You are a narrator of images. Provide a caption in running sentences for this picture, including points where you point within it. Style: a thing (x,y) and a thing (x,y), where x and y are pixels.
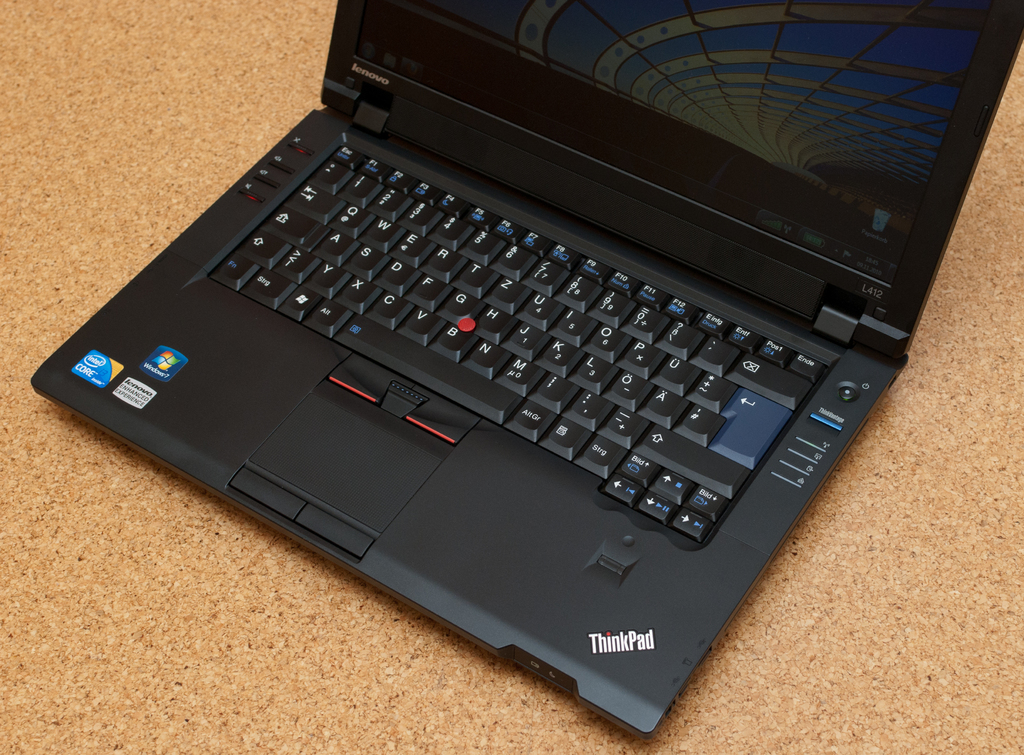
In the picture there is a laptop (223,277) kept on a cream color surface (186,49). The laptop (398,465) is of black color.
